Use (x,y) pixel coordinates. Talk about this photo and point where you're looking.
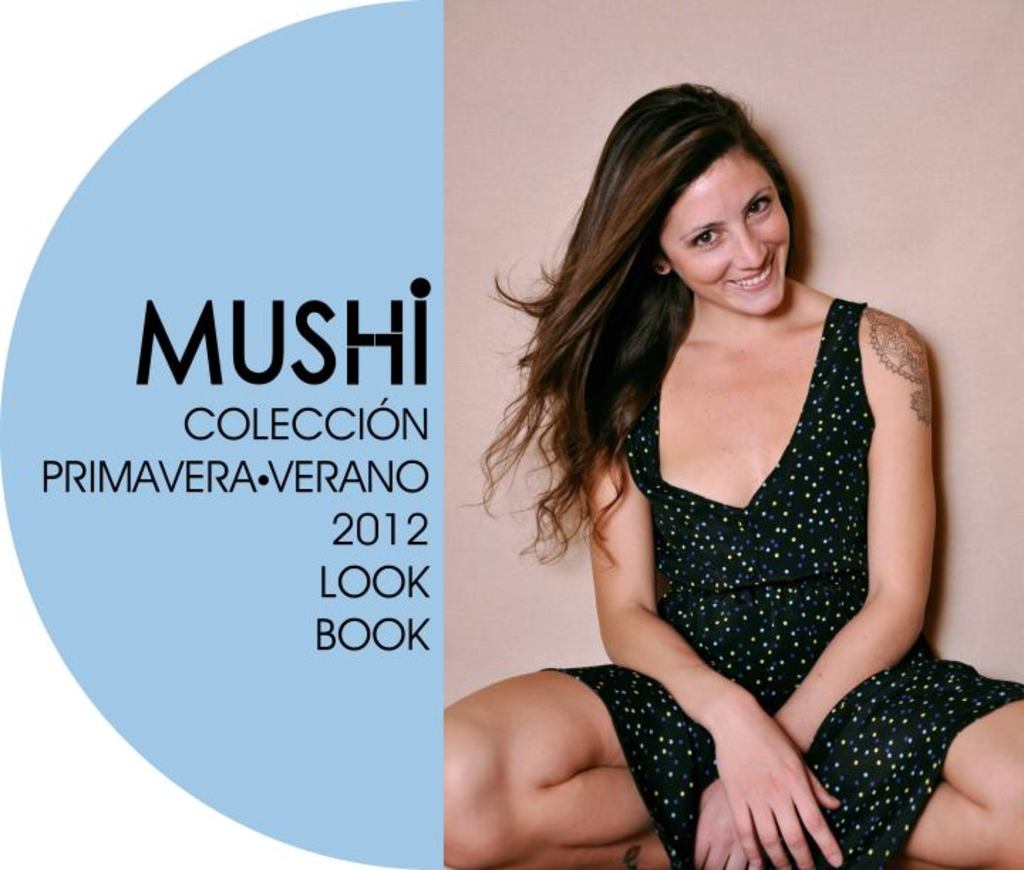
In this image I can see a person (640,396) sitting wearing black color dress (698,595). I can also see some written with black color.
